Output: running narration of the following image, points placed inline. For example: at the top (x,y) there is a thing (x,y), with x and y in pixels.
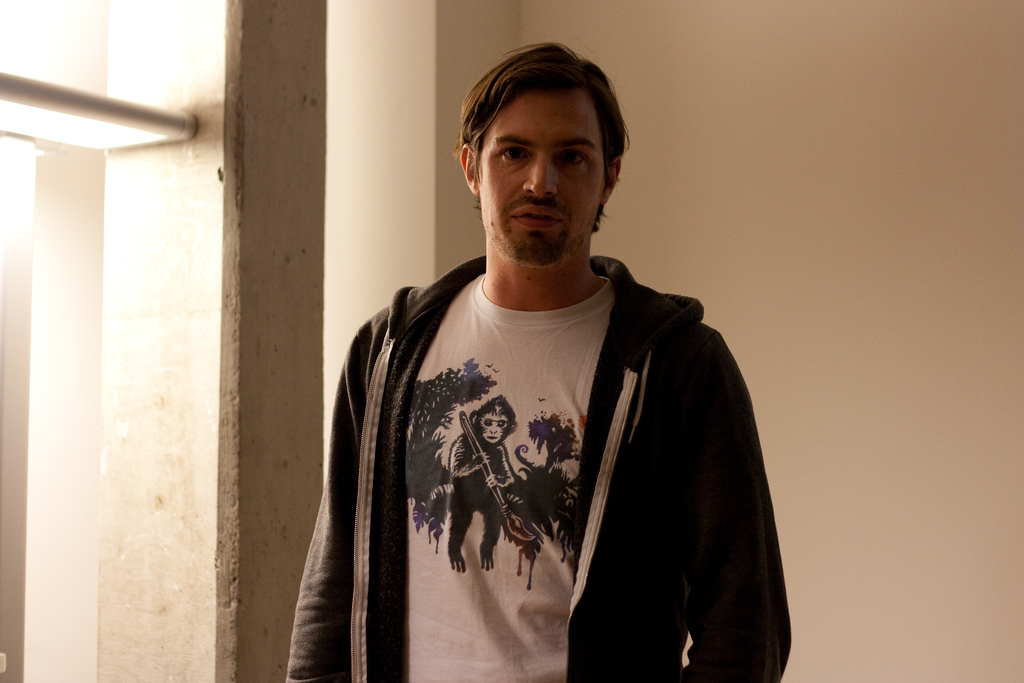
In this image we can see a man (577,437) is standing. He is wearing a white t-shirt (469,521) with a black hoodie (623,591). Behind the man (436,355), we can see a white wall (458,129), pillar (232,286) and light (85,132).
